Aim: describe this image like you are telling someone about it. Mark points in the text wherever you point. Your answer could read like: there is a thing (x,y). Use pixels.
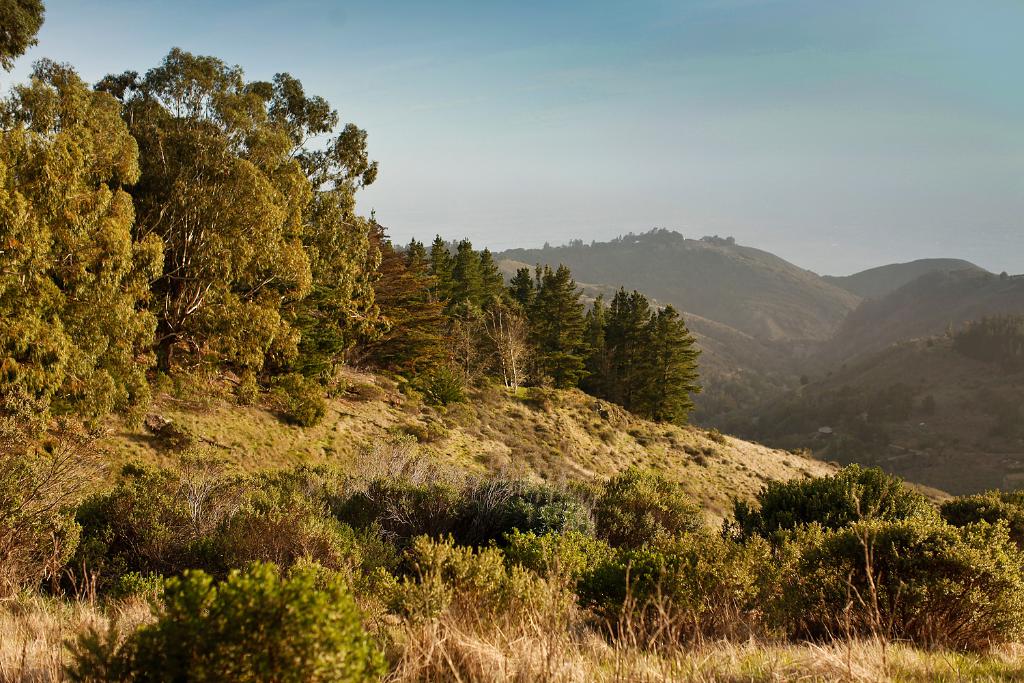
In front of the image there are plants (275,641). At the bottom of the image (421,649) there is grass (741,648) on the surface (741,648). In the background of the image (409,378) there are trees (498,343), mountains (965,397). At the top of the image (727,161) there is sky (721,118).
